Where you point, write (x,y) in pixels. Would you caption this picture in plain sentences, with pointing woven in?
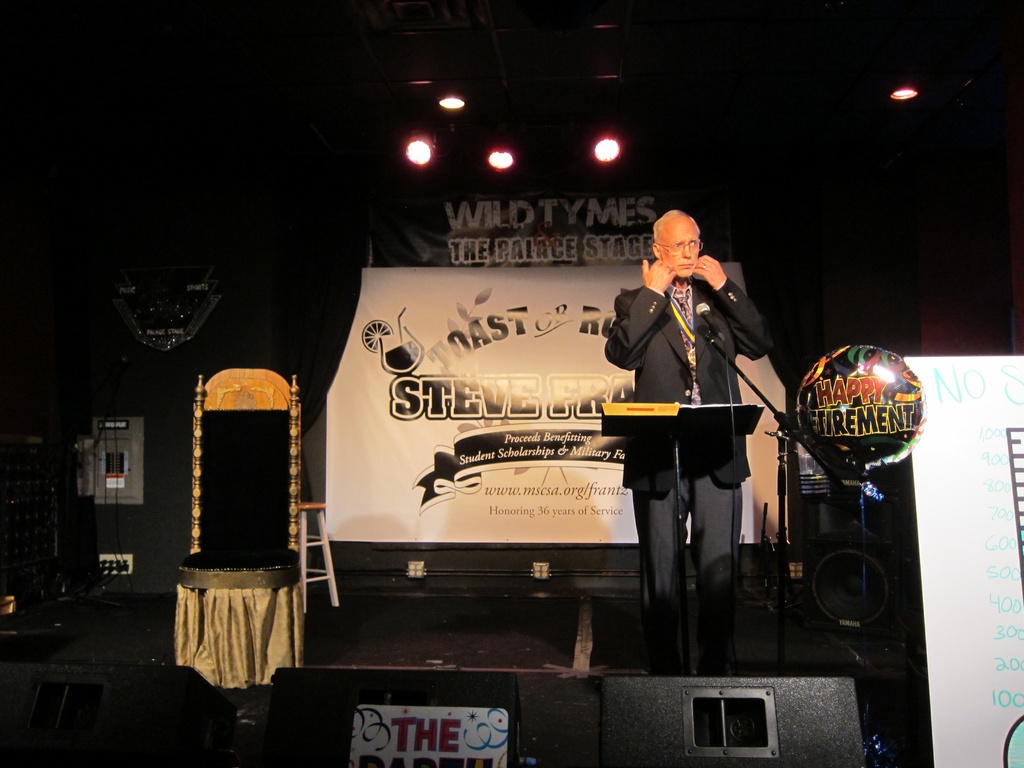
In this picture there is a man (664,270) who is wearing spectacle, suit (661,325) and shoe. He is standing near to the speech desk (684,651). On that desk (758,411) we can see mic (722,350) and papers (663,411). At the bottom (797,726) we can see the speakers (486,691). On the left (206,443) there is a chair (208,537) and table (332,562). In the background (570,465) we can see the banners (654,221) and lights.
